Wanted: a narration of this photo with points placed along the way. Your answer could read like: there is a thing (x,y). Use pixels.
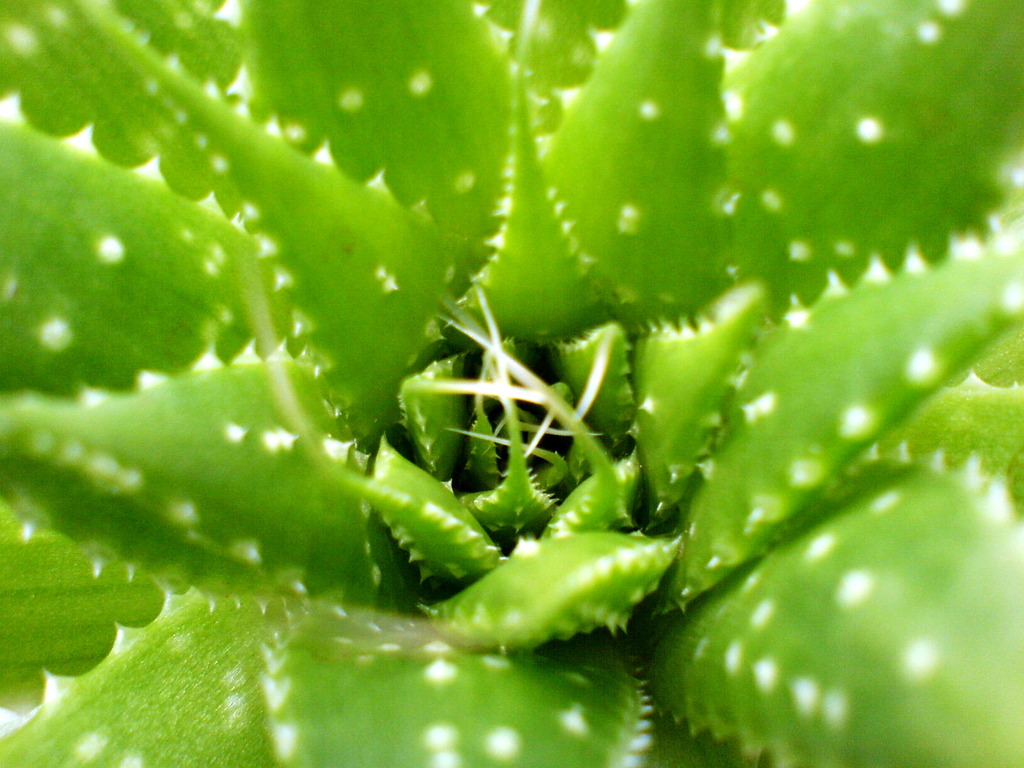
In this picture we can see some aloe vera leaves (600,493).
